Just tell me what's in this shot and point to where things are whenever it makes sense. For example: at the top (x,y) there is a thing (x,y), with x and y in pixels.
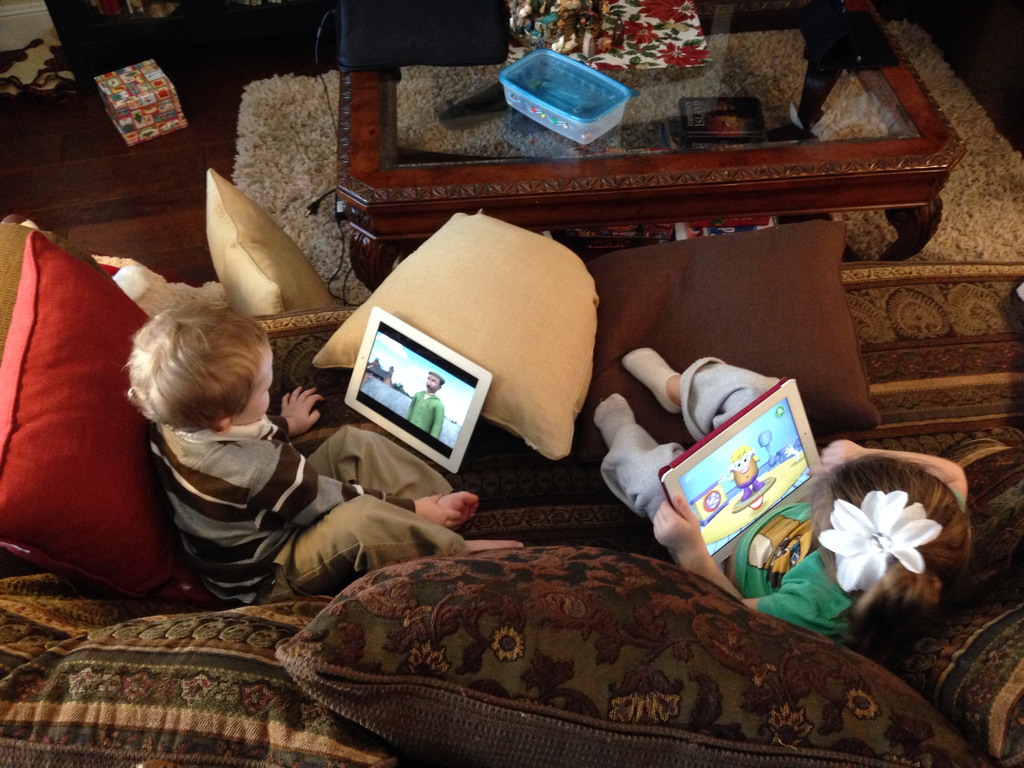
In the image there are two kids (333,524) sitting on the sofa (175,677). And there are two tabs (460,456). There are few pillows (545,413) on the sofa (113,605). In front of the sofa (1019,417) there is a table (586,150) with a box (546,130) and a few other items (696,101) on it. Under the table (372,137) there is a floor mat (482,133). And on the floor (113,134) there is a box (169,110).
